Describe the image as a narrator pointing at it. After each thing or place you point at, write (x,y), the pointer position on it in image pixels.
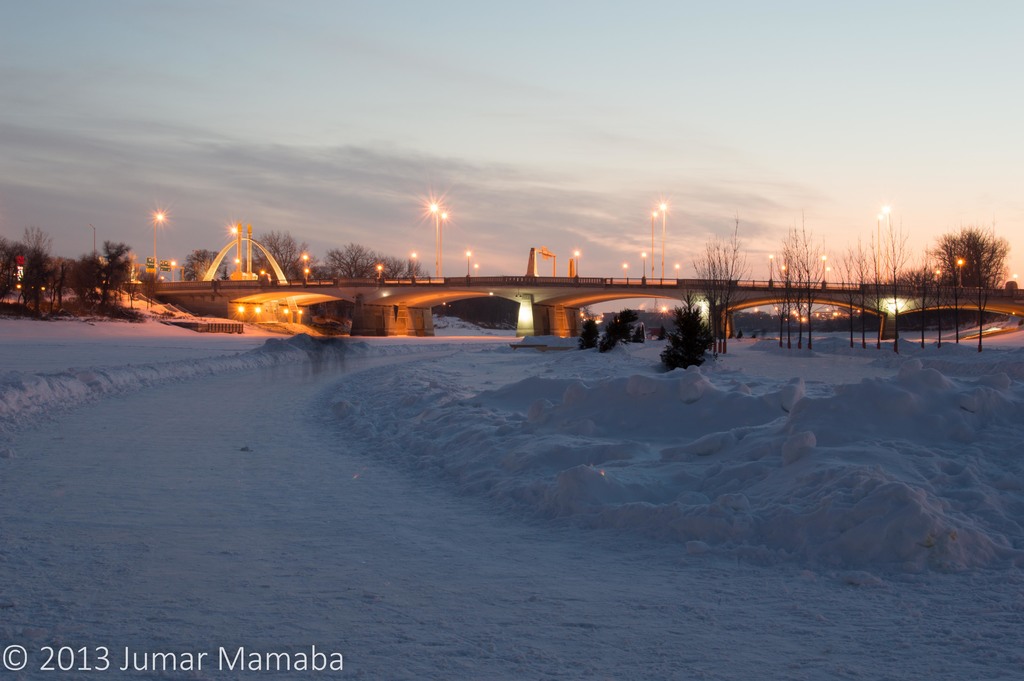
In the image there is a bridge (291,311) in the back (419,304) with street lights (174,266) on it and below it there is snow (118,449) all over the land (918,554) with plants (56,274) in the back (97,243) and above its sky (323,125) with clouds (599,195).
